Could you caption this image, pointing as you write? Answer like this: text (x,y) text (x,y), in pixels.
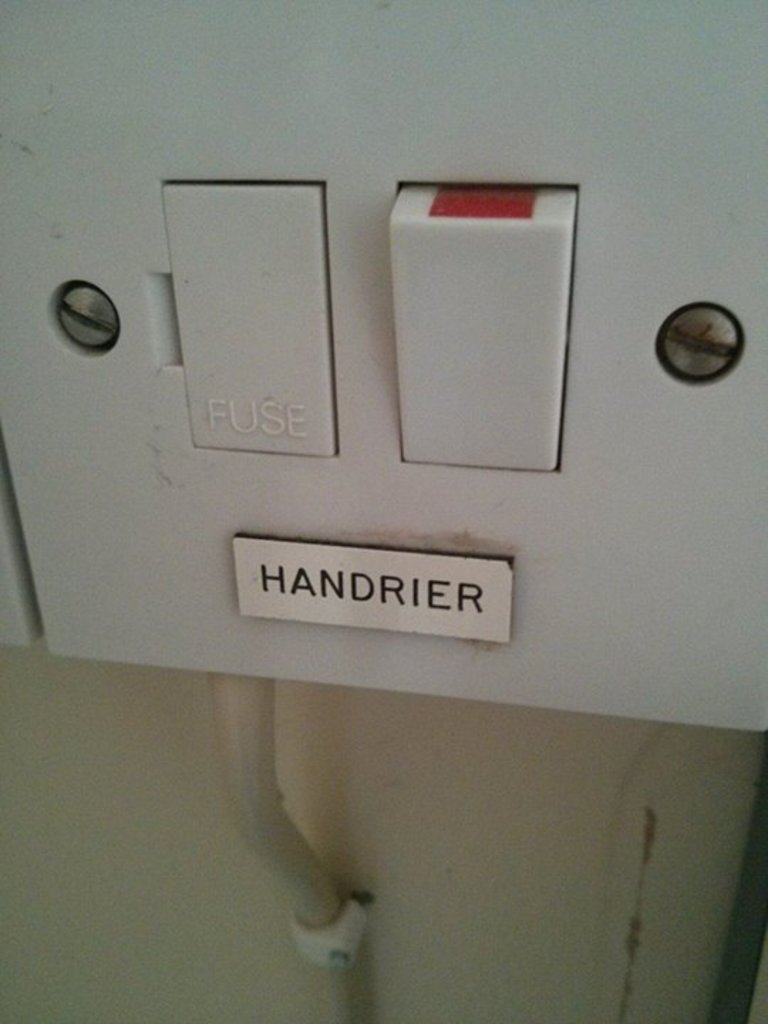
In the middle of this image (500,414), there is a switchboard (463,172), on which there is a name plate (400,580) attached. At the bottom of this image (332,898), there is a cable (279,820) attached to the wall (615,858).
